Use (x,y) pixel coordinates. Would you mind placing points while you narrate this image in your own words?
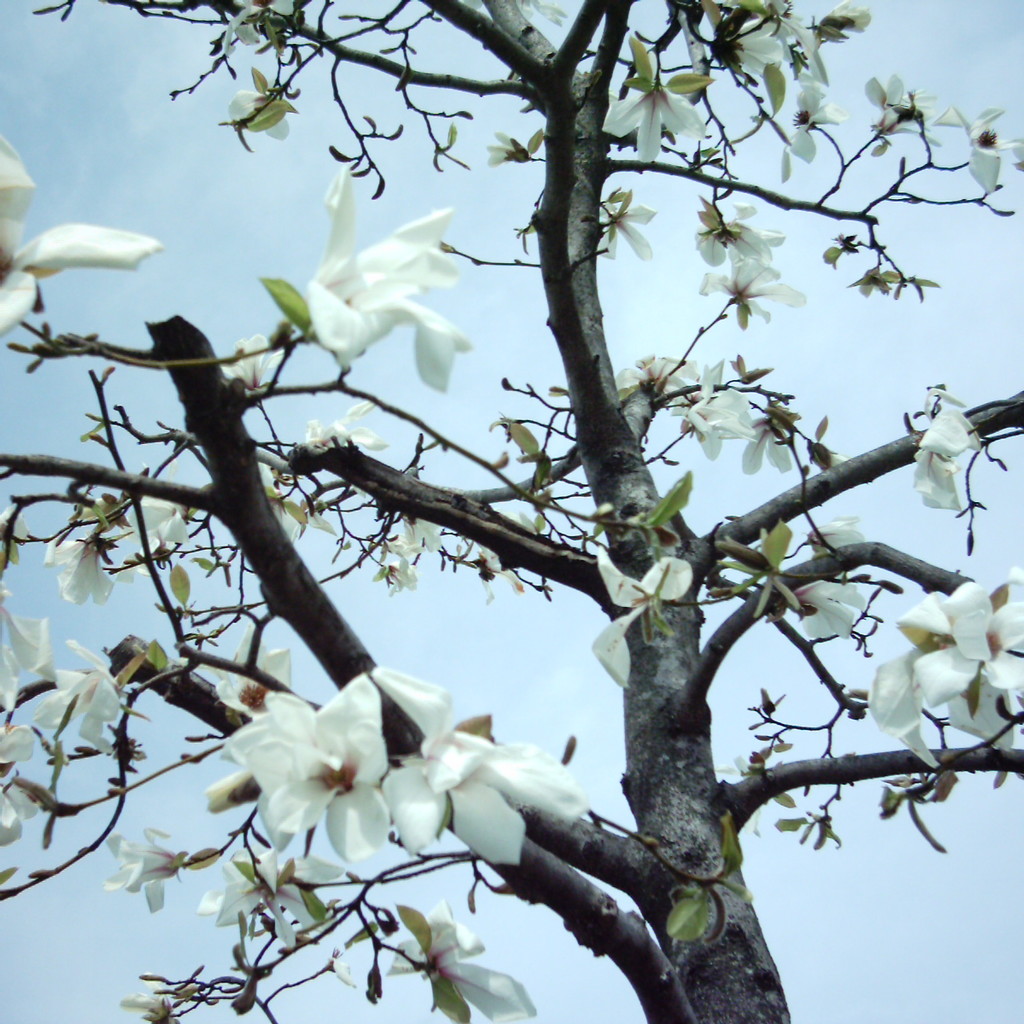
In this image I can see a tree (668,402) and number of white colour flowers (463,340) on it. In the background (197,218) I can see the sky (409,157).
